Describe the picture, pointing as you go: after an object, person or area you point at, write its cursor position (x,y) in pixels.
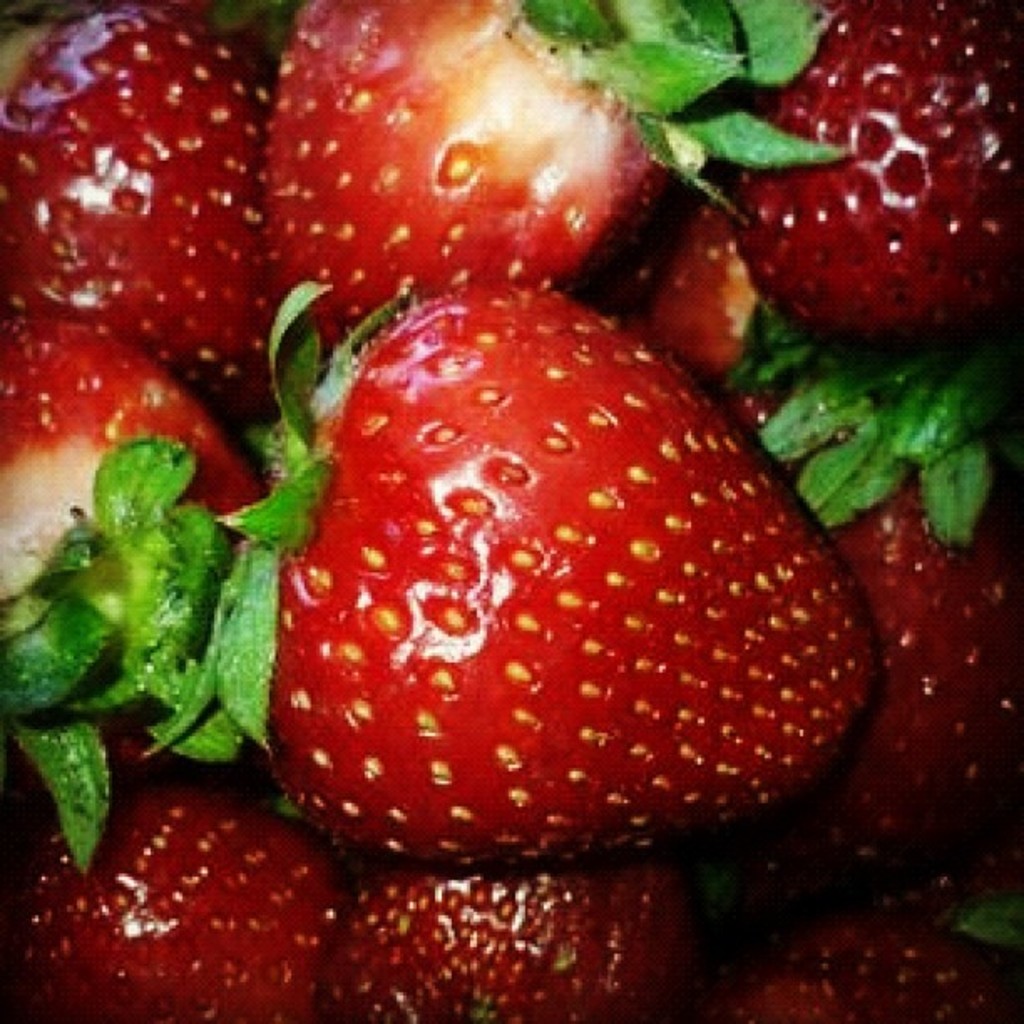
This is a picture of strawberries (164,695).
